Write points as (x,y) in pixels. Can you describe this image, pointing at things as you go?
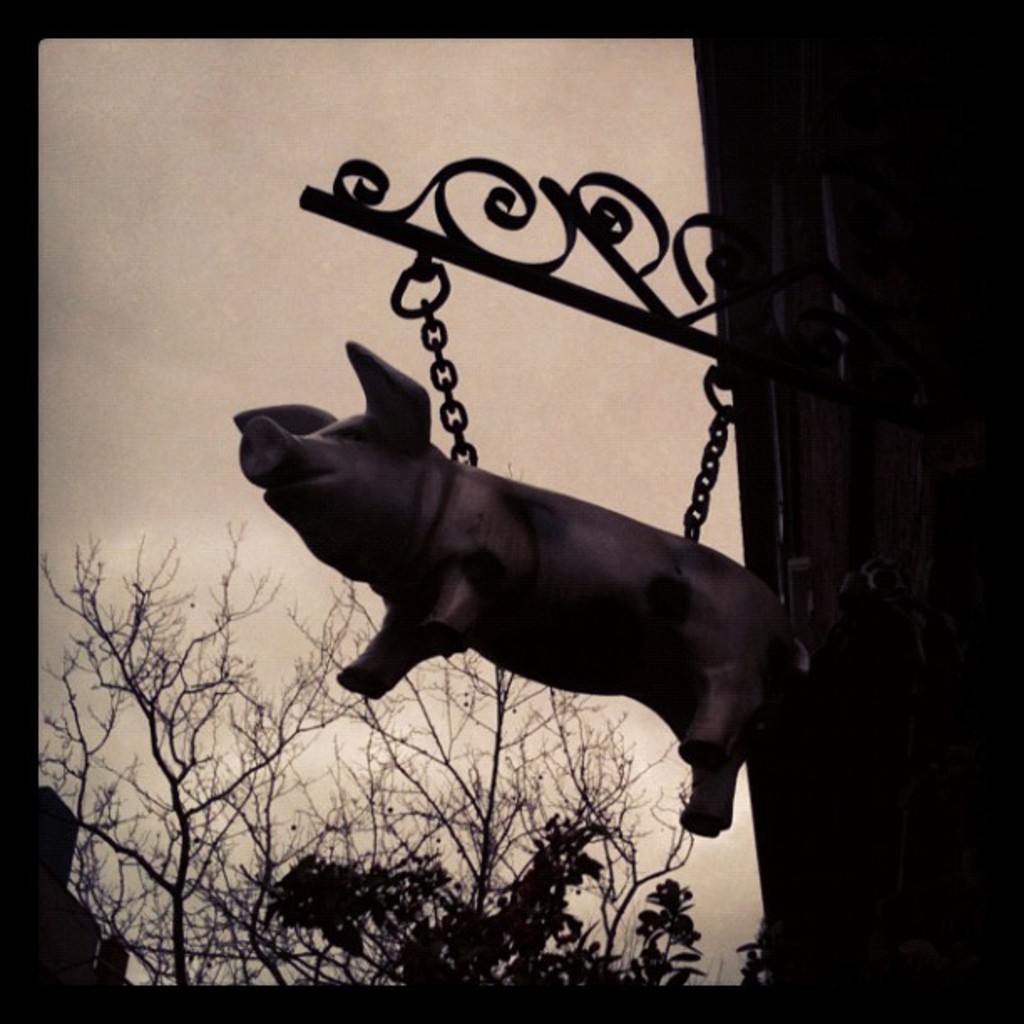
In this picture we can see a sculpture (535,564) of a pig (645,553) and chains (712,433) in the front (728,431), in the background (386,885) there are some trees (222,854), we can see the sky (167,148) at the top of the picture (317,93).
